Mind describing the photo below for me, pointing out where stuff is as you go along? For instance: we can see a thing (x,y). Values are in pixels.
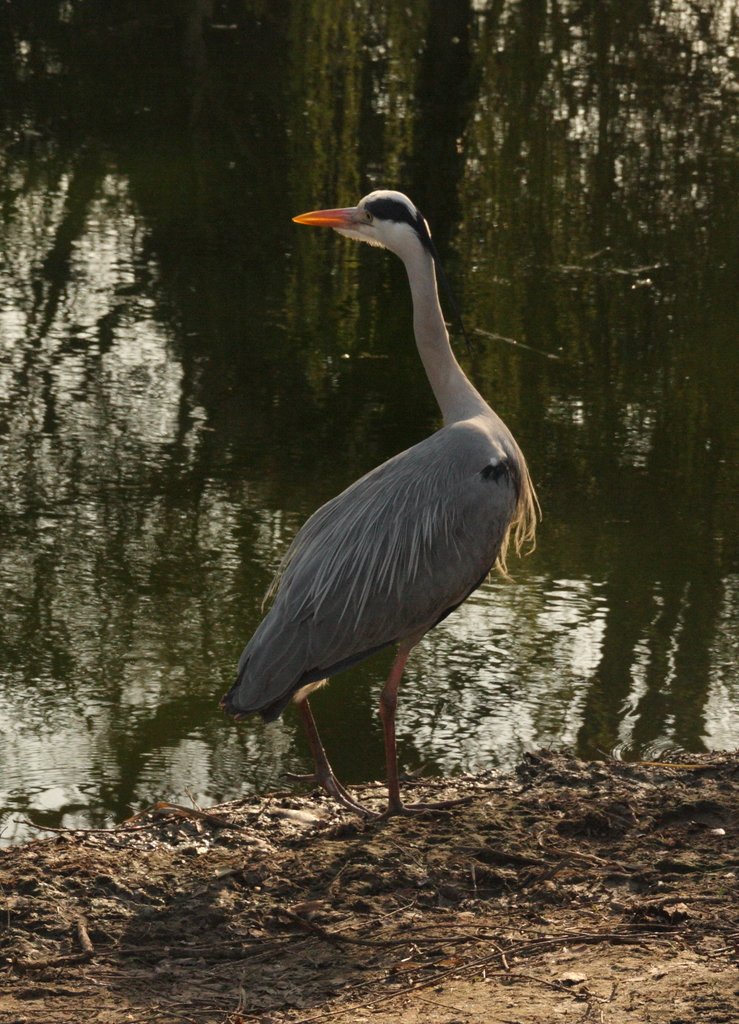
In the center of the image (399,455) a great blue heron (399,455) is there. In the background of the image (324,363) we can see water (350,357), trees (455,197) are there. At the bottom of the image (415,937) ground (453,940) is there.
